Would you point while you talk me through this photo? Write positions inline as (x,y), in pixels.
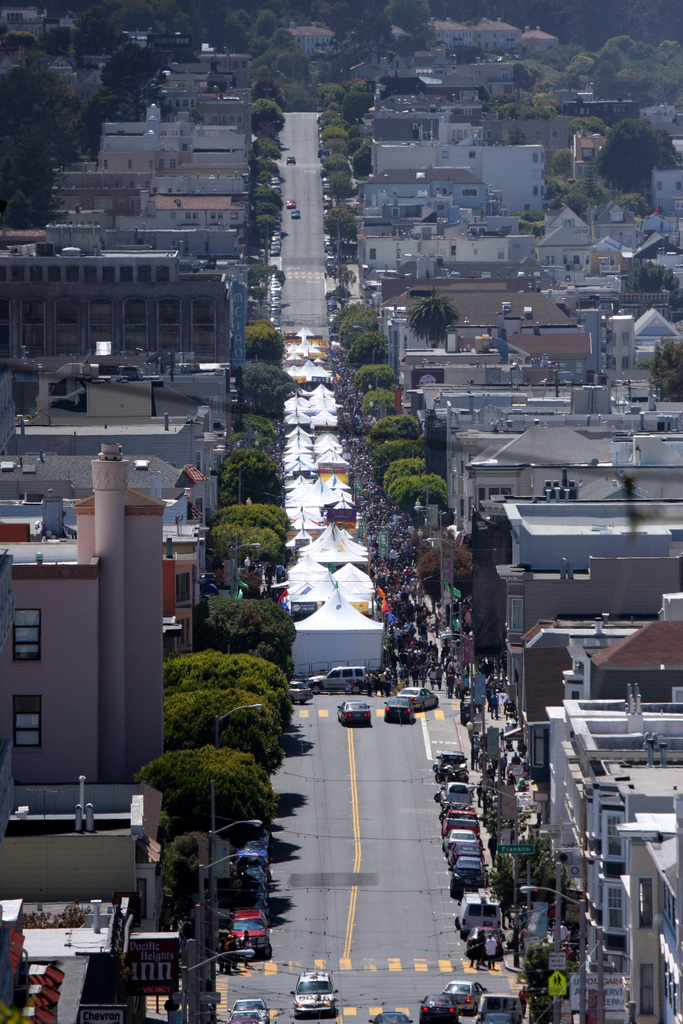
The picture is aerial of a city (189,96). On the right (466,102) there are buildings (642,795) and trees (609,26). In the center of the picture (257,432) there are trees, cars (464,822), road (356,735) and tents (327,463) and people (394,639). On the left (96,109) there are trees (97,51) and buildings (117,682).
